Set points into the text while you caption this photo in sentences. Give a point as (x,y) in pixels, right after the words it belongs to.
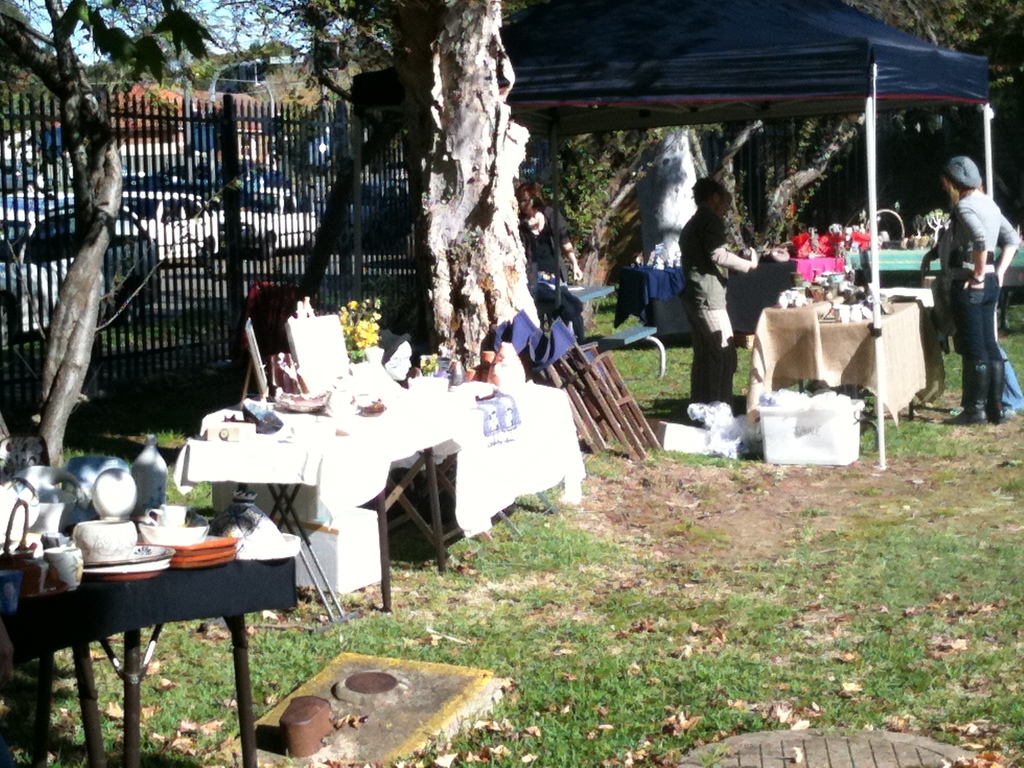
In this Image I see 3 persons (964,184) who are on the grass (345,628) and there are tables (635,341) on which there are many things (840,229) and I can also see the trees (943,3) in the background (455,223). I see the fence (271,172) and many vehicles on the road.
